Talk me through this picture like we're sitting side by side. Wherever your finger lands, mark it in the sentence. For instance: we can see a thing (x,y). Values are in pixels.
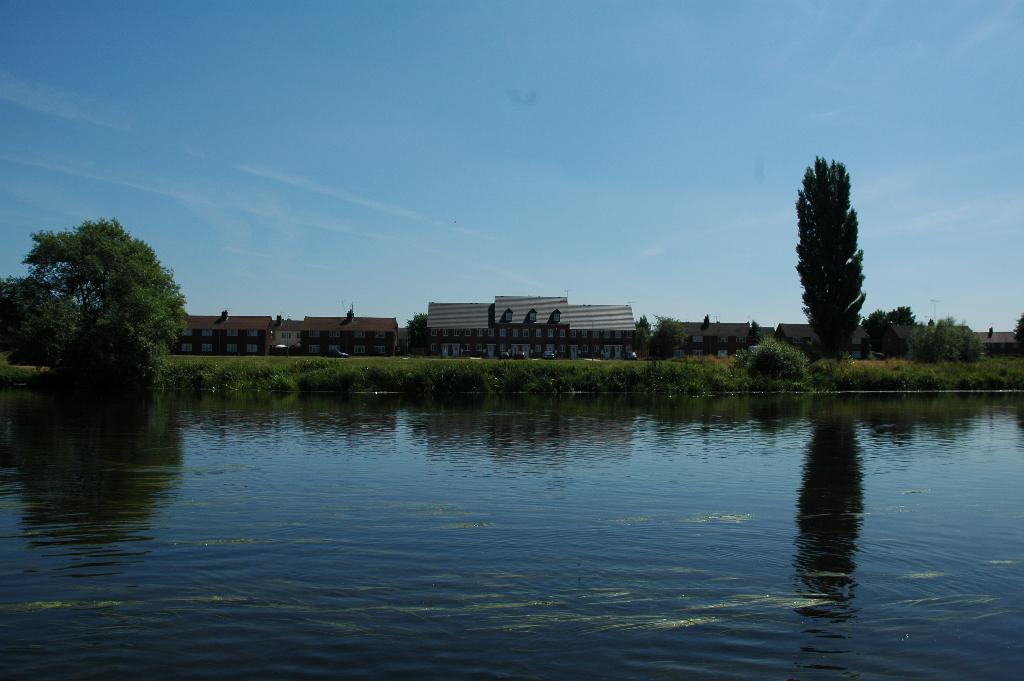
In this image I can see water (449,565), some grass (347,372) and few trees (183,323). In the background (858,344) I can see few buildings (540,312) and the sky (533,172).
